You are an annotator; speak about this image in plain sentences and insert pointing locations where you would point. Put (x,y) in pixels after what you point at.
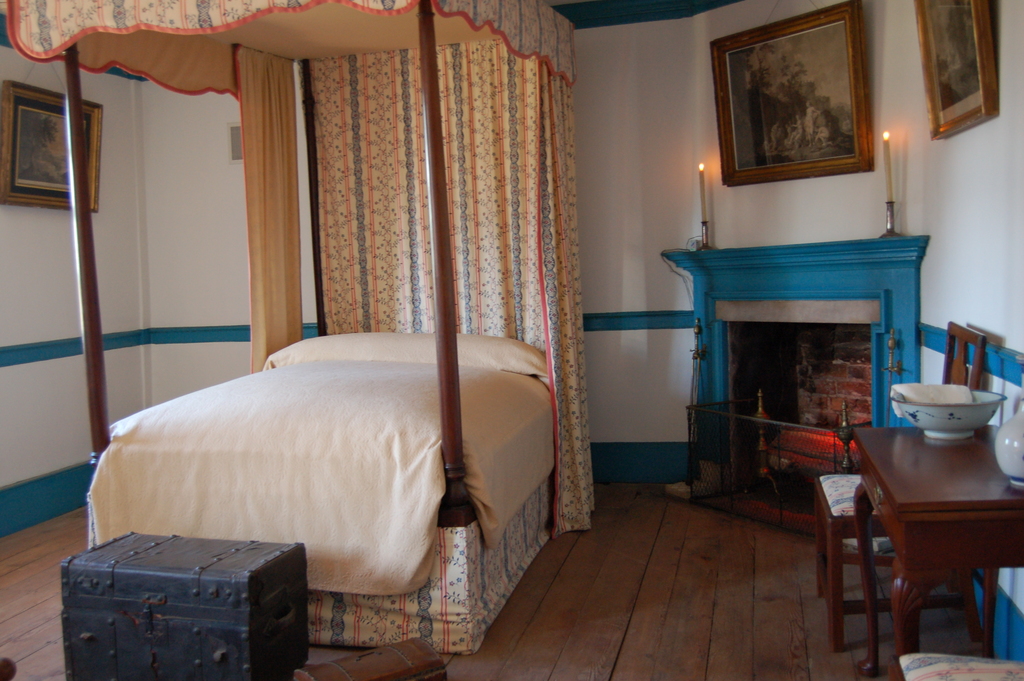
In this picture we can see frames (845,72) over a wall (887,123). This is a chimney (852,275) and we can see candles (702,203). On the table (929,449) we can see a dish (968,428) and a vase (1014,462). This is a chair (839,507). Here we can see a bed cot (314,193) with beautiful curtains (430,277). This is a floor (542,603). Here we can see a box (241,608).
